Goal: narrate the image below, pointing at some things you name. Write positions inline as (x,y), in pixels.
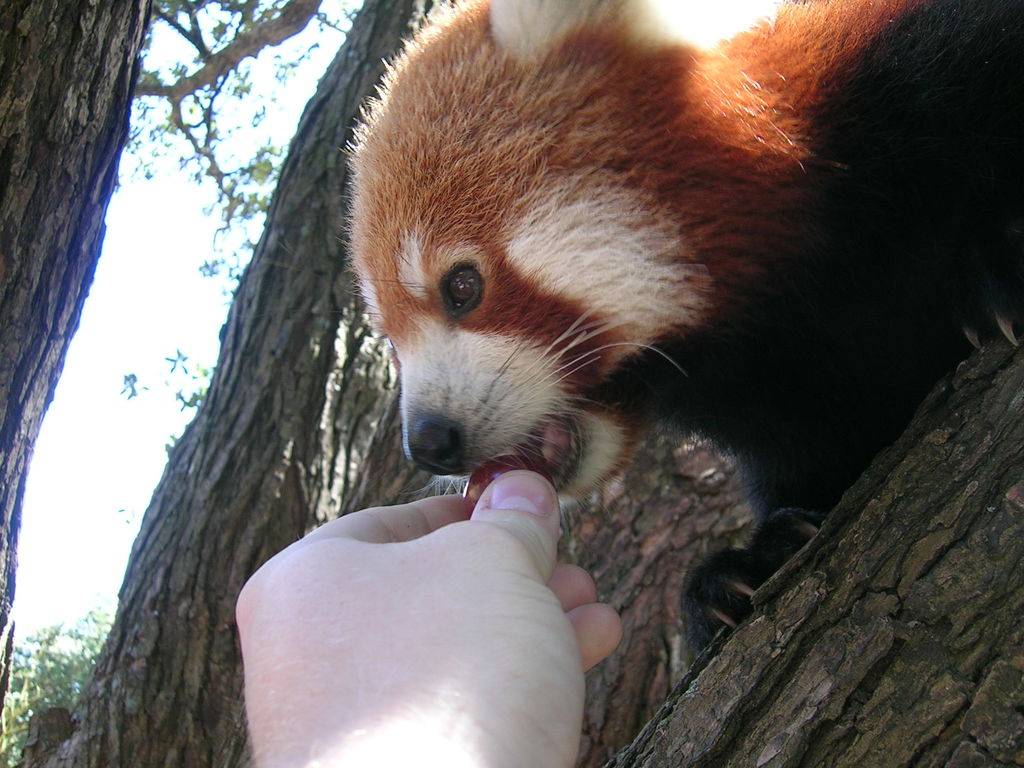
In this image we can see a person's hand (473,669) and there is an animal (805,388) on the tree (635,663) and we can see few trees (33,120) and at the top (233,35) we can see the sky (71,563).
